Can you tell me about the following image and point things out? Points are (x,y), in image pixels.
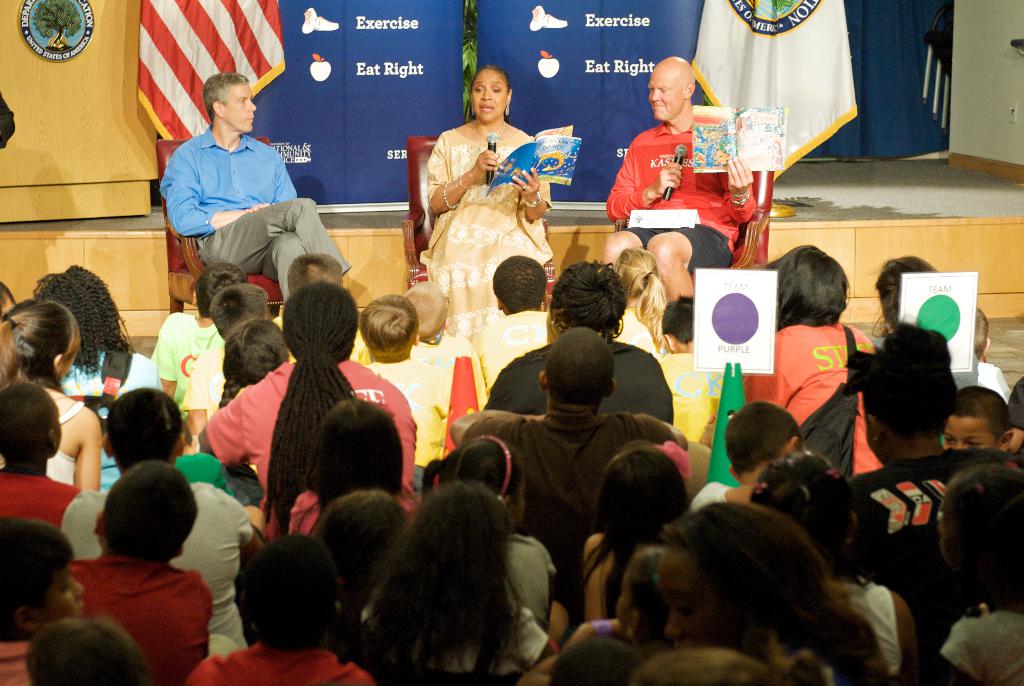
This picture shows few people (495,251) seated on the chairs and we see a woman (509,244) holding a microphone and speaking and we see a book (533,149) in her hand (534,194) and we see a man (662,145) holding a microphone (679,154) with one hand (679,168) and a book (727,166) with other hand (743,180) and we see flags (782,102) and a hoarding (339,168) on the back (610,158).
